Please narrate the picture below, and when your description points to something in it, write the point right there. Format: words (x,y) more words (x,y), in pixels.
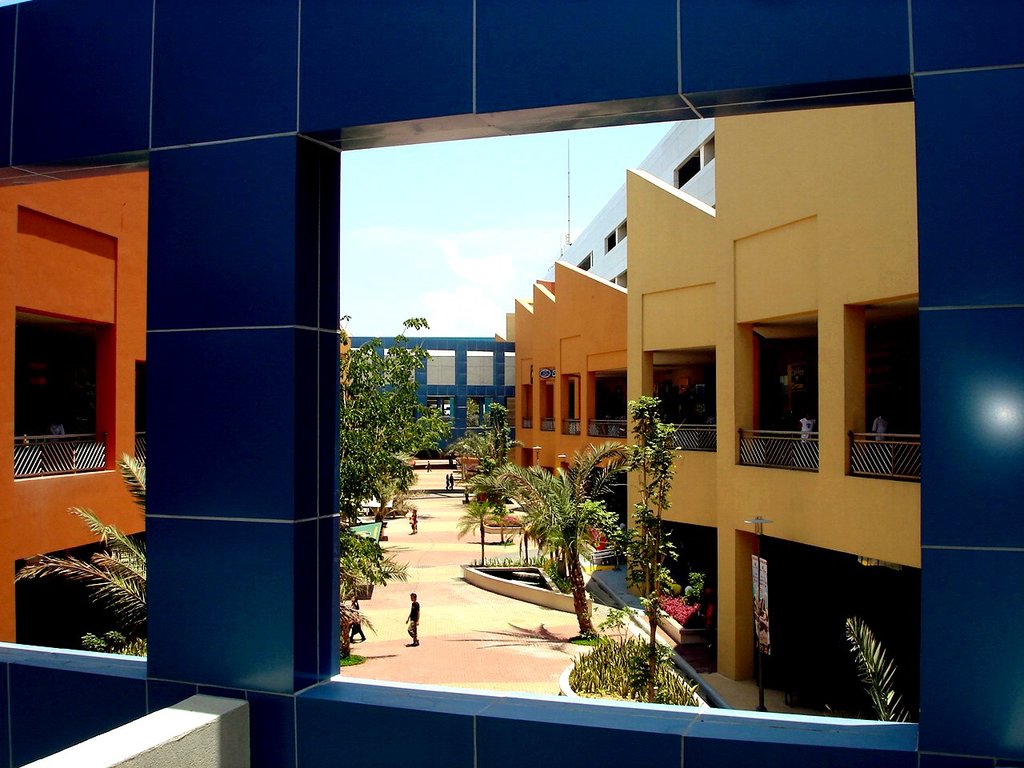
In the image we can see the buildings (824,375) and trees (413,440). Here we can see the fence (54,463), footpath (486,609) and the sky (474,275). We can see there are even people (415,596) walking and they are wearing clothes (358,609).
